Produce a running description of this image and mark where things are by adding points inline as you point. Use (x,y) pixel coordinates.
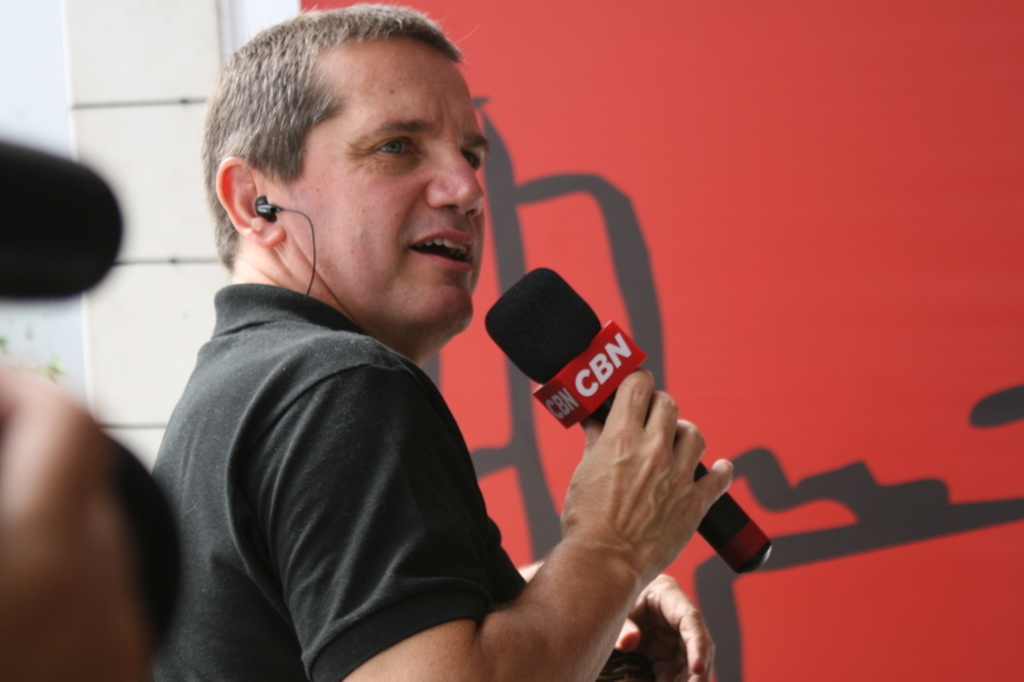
Here is a man (388,428) standing and holding mike (730,538) in his hand (671,527). He put headphone (289,210) in his ear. At background (628,130) I can see a red color poster (803,257).
